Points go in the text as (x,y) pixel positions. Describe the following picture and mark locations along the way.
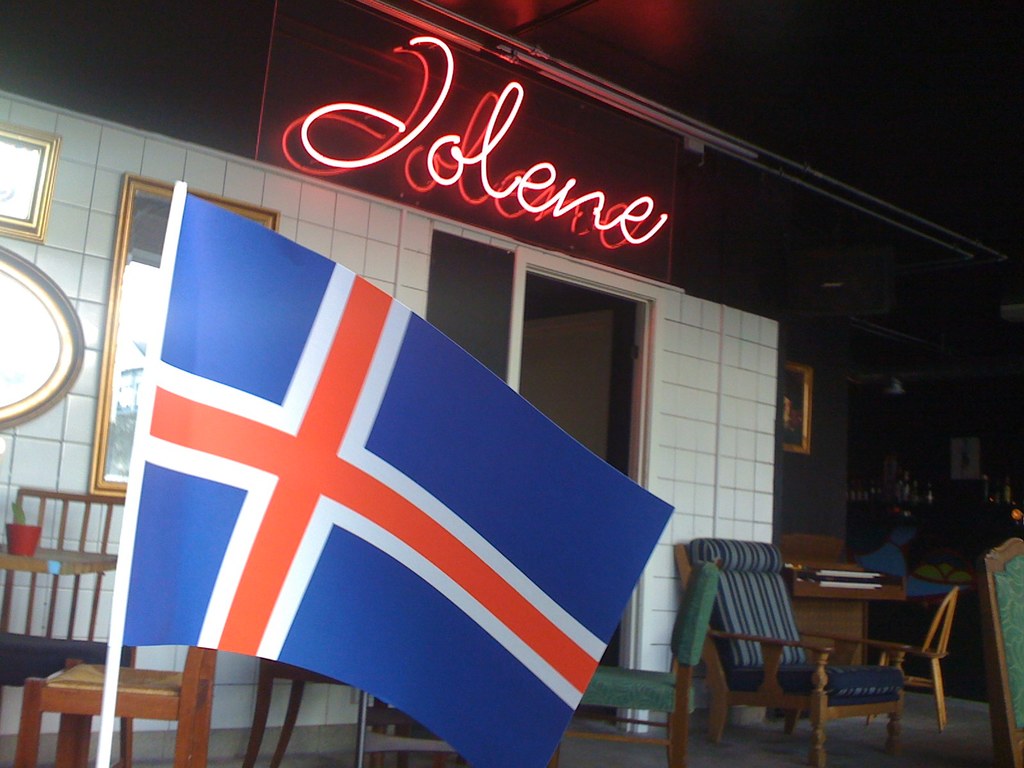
In this image, a flag (312,555) is there of blue, white and orange in color. In the left (137,196) photo frames (137,212) are visible and at the bottom (180,684) chairs (180,684) and table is visible. The wall (741,449) is of white in color. the roof top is dark in color. In the right (901,485) background bottles (916,502) are kept and a door (602,328) visible. This image is taken in a restaurant (567,278).
